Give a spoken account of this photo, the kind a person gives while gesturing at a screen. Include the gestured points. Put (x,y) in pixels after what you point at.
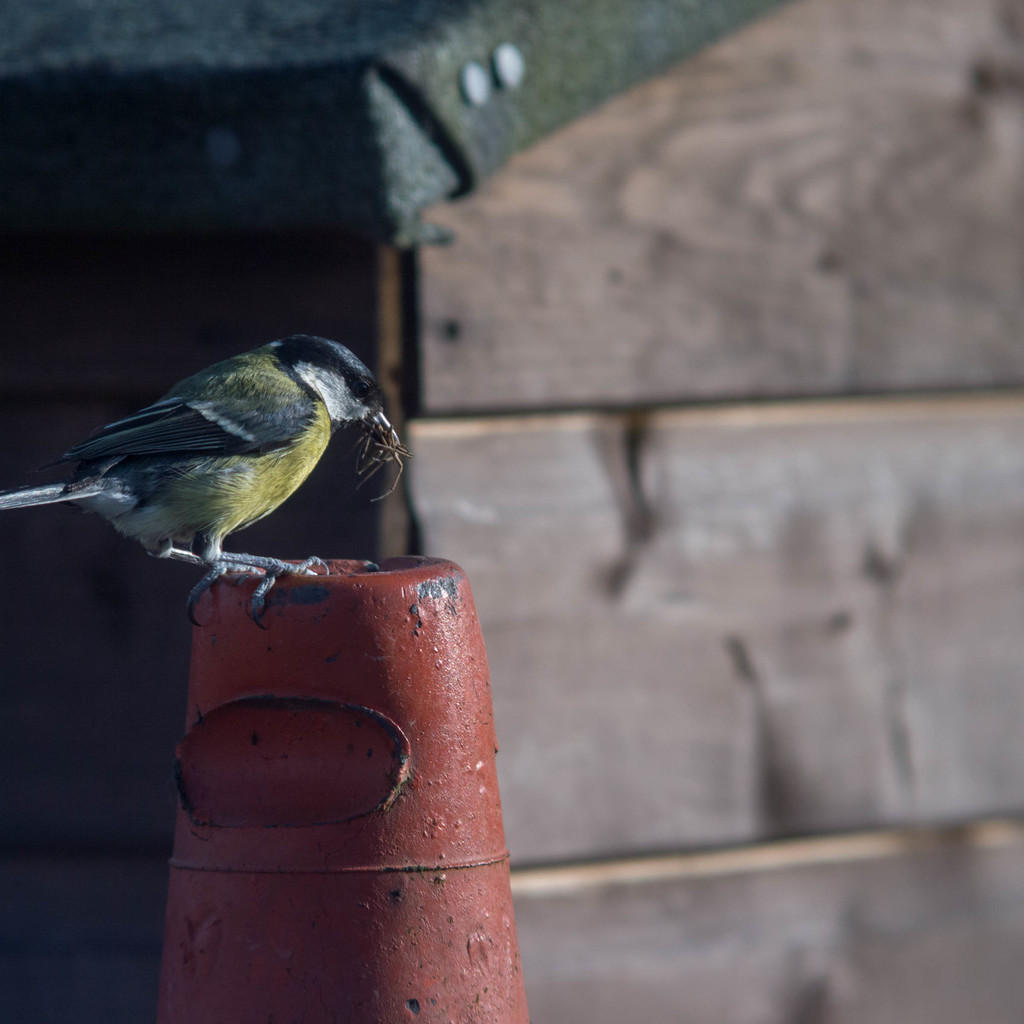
This image consists of a bird (206,517). It is in black and yellow color. In the background (429,253), we can see the wooden box (511,399).
